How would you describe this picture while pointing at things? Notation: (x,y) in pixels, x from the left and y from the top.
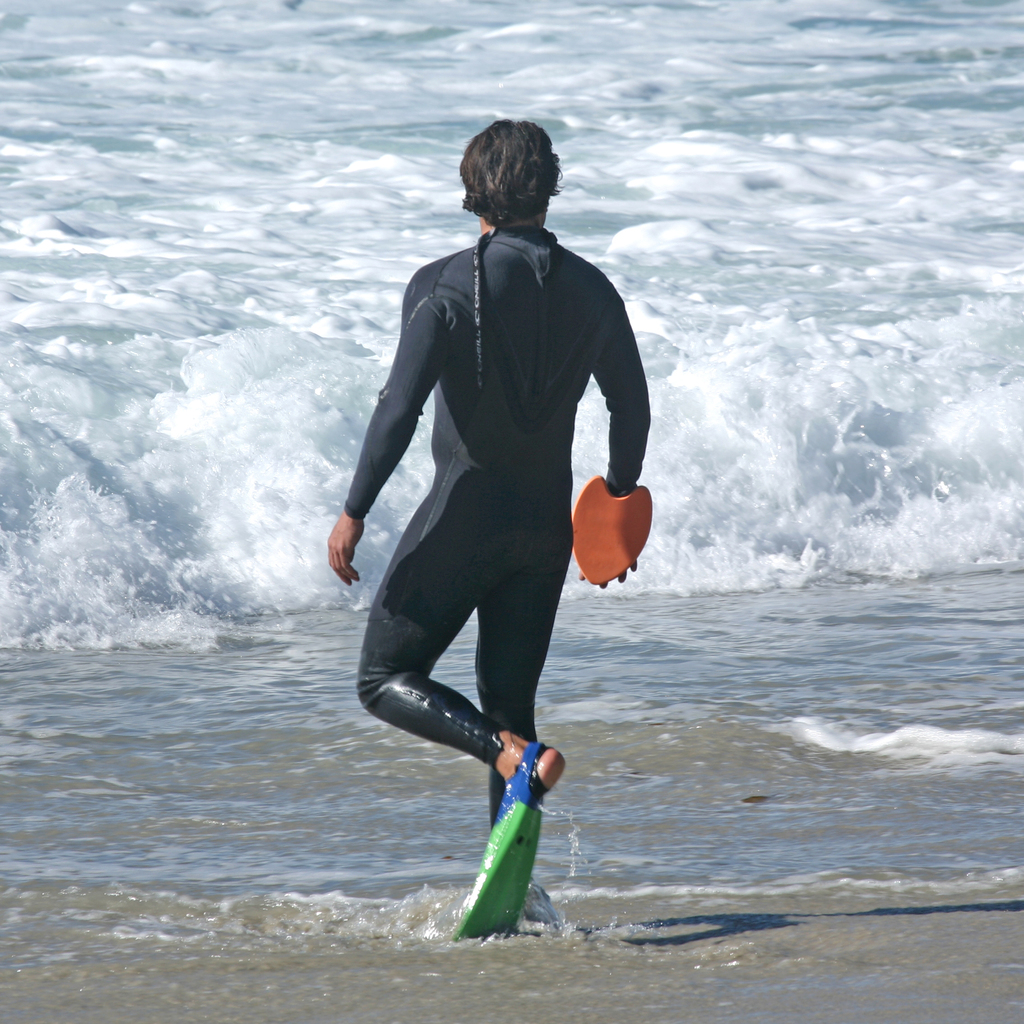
This picture shows a man (486,639) walking into the water (115,244) and he wore a black color dress (443,577).
